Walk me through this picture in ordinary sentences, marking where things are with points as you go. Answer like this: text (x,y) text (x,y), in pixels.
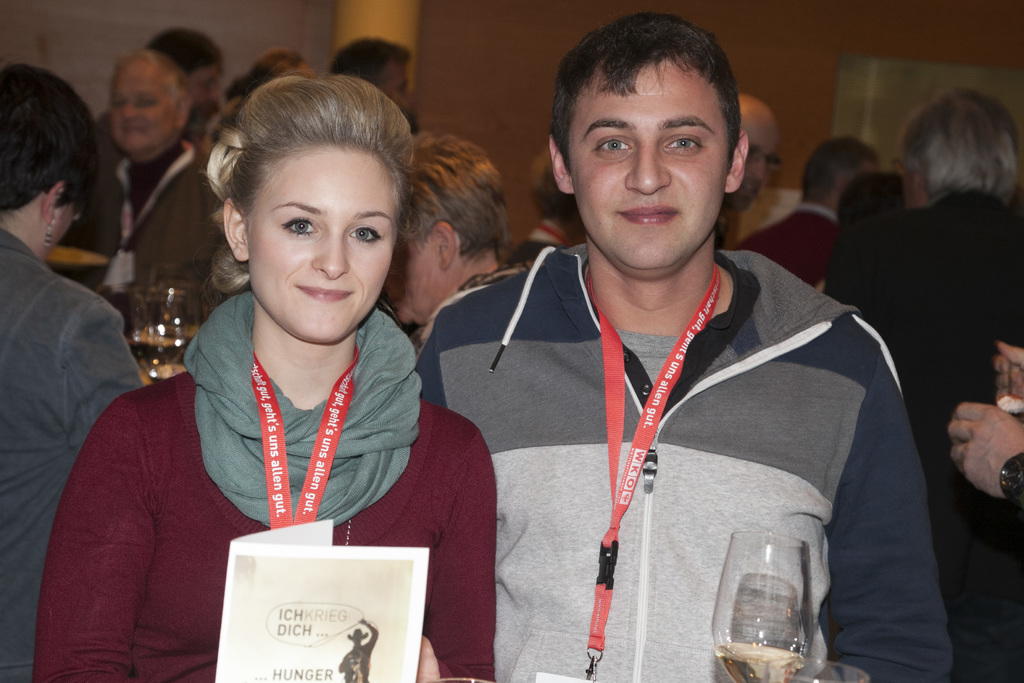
In this image I see a woman (275,204) and a man (840,345) and both of them are smiling. The woman (178,662) is holding a card (413,556) and the man (724,538) is holding a glass (763,544). In the background (32,12) I see a lot of people (1019,505) and the wall (542,32).
